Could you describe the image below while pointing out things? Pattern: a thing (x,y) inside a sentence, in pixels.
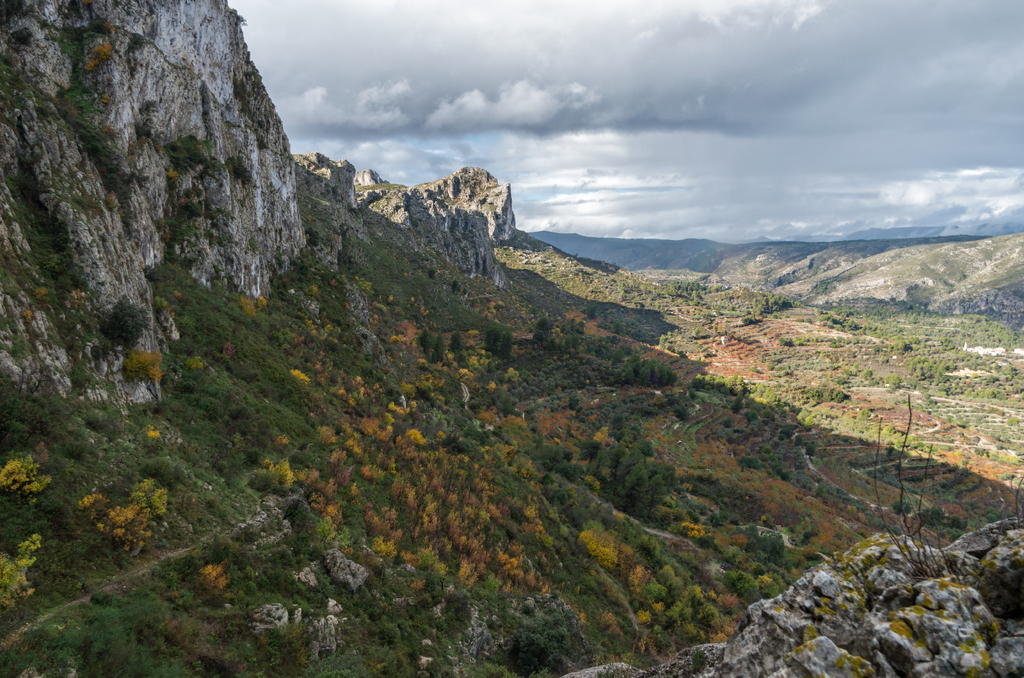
In this image I can see the grass (353,626) and the plants (386,543). In the background (375,245) I can see the mountains (413,214), clouds (562,124) and the sky (554,185).
